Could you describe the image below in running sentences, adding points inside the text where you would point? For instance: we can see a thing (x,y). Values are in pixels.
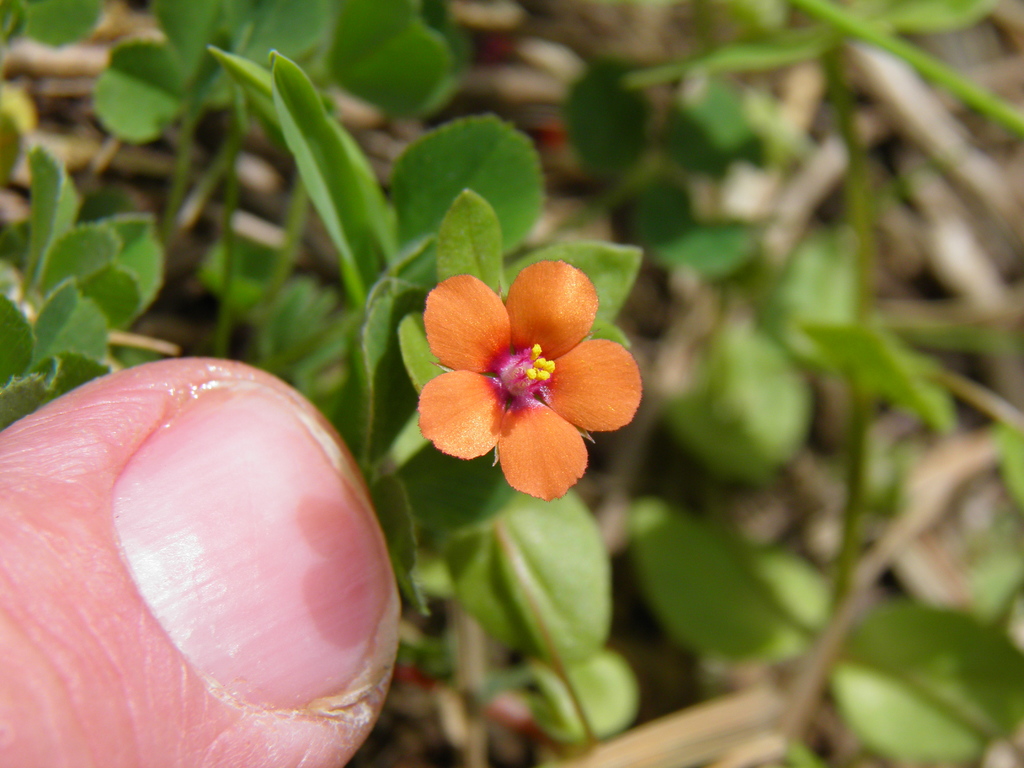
In the center of the image (501,420) we can see a flower (541,486). At the bottom left corner (88,684) we can see a person finger (214,637). In the background of the image (768,133) we can see some plants (83,368).
